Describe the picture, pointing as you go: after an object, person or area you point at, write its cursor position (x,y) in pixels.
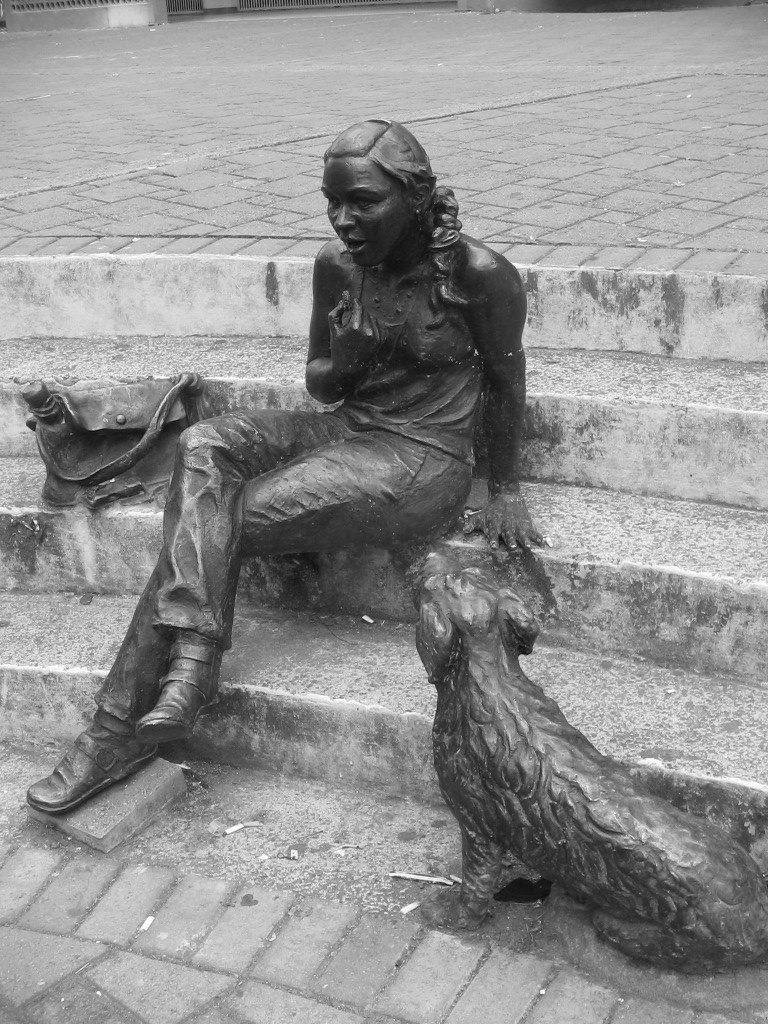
In this picture we can see statues (141,757) of a woman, bag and an animal (449,656) and in the background (376,749) we can see the ground (370,808) and steps (416,709).
